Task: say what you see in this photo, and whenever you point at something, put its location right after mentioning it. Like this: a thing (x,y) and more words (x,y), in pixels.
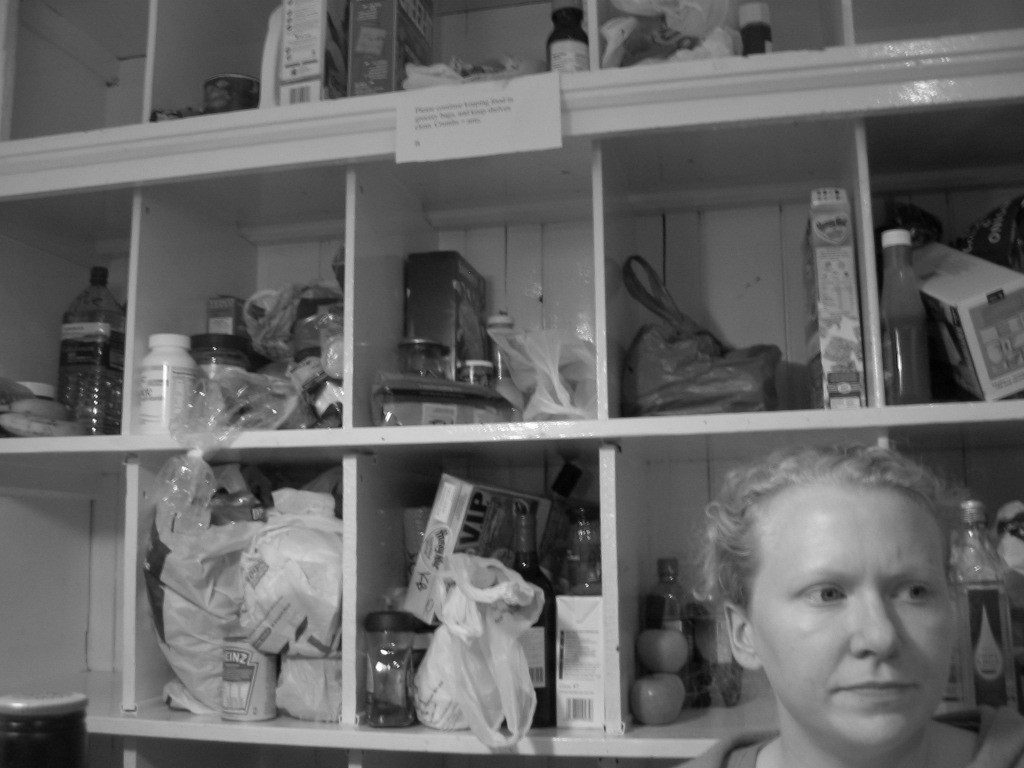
In this image we can see bottles (538,575), jars (387,698), carry bags (273,592), boxes (1013,348) and so many objects (276,43) are arranged in different shelves (696,465). There is a woman (799,697) in the right bottom of the image (831,676). We can see a paper (473,153) is pasted on the shelf (287,156).
